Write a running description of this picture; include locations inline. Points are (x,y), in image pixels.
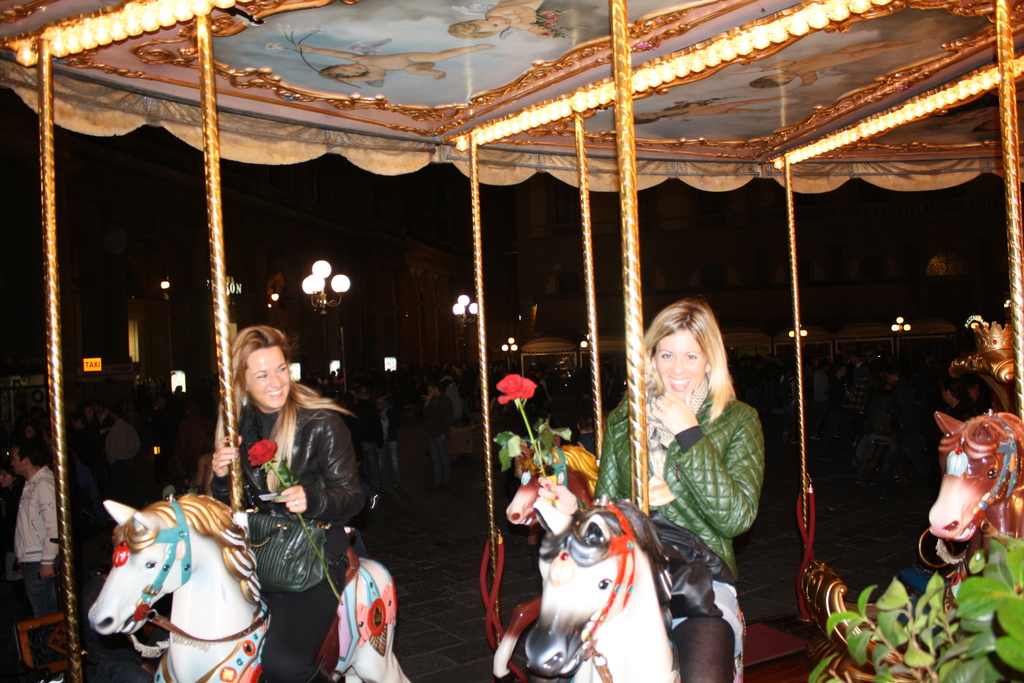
Here we can see two women (718,381) sitting on a horse dolls (165,541) with rose flowers (523,415) in their hand (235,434) and behind them we can see a group of people (398,399) and there are lights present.
